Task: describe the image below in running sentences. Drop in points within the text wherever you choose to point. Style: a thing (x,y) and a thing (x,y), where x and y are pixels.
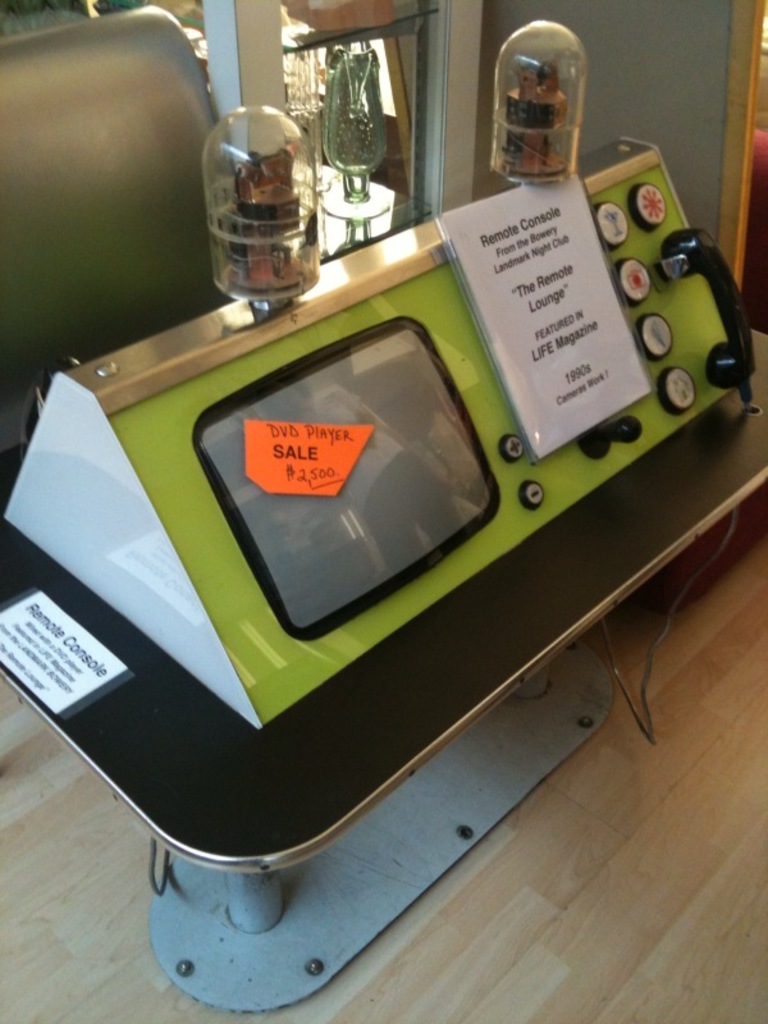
In this image, we can see an electric object (651,295) with two bulbs (497,120) on it.
